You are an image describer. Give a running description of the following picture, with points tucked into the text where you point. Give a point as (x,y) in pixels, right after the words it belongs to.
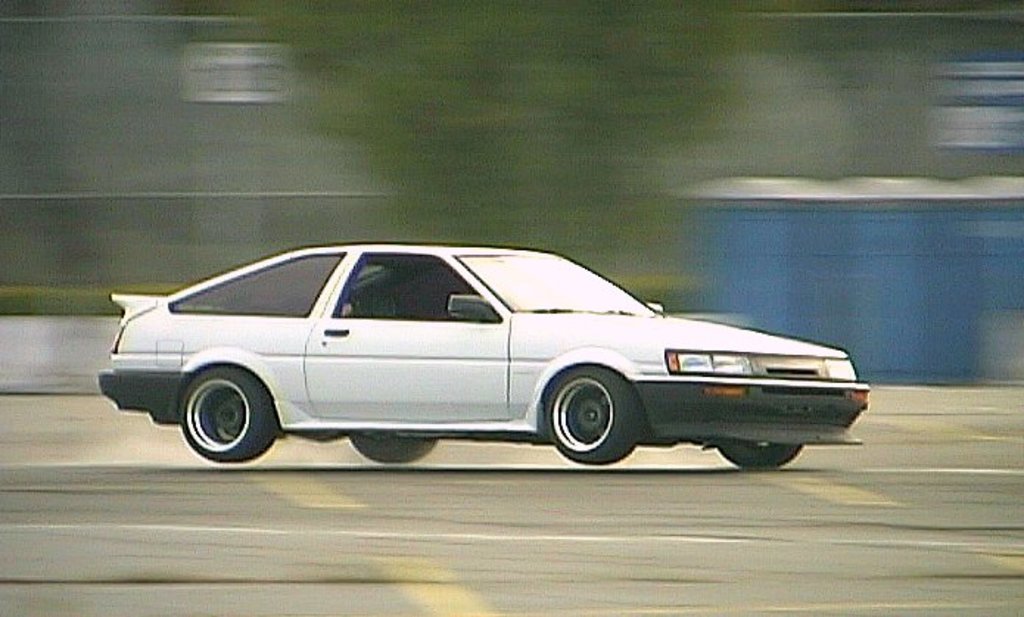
In this image we can see a car (135,373) on the road (512,470).
